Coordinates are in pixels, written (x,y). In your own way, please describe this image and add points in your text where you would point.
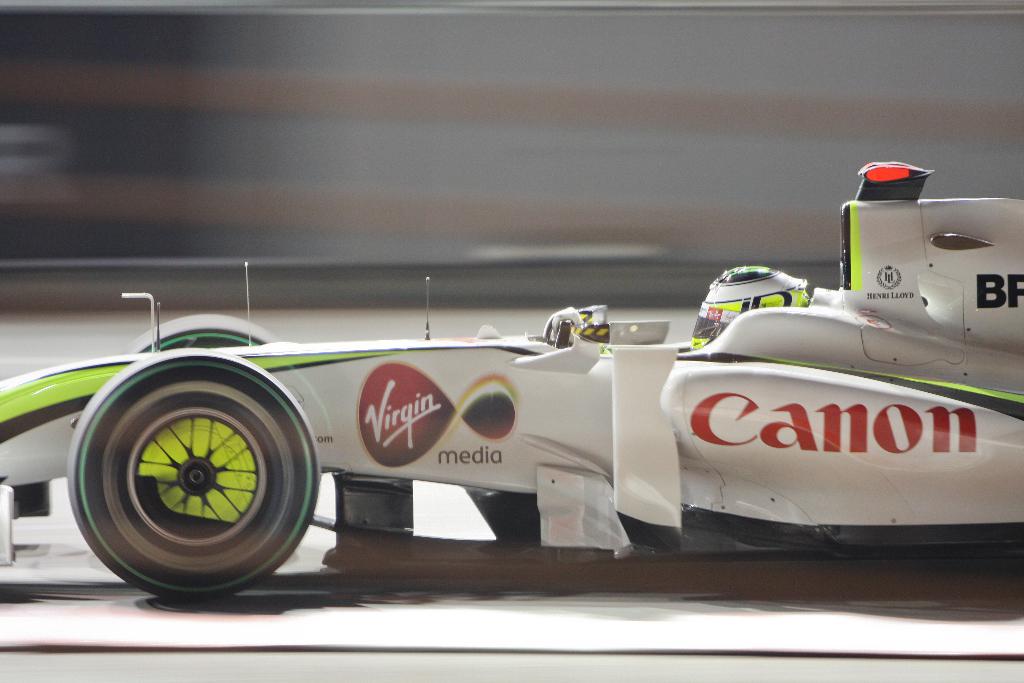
In the center of the image (574,363) there is a white color vehicle (972,491) and a person (728,300) sitting in it.
